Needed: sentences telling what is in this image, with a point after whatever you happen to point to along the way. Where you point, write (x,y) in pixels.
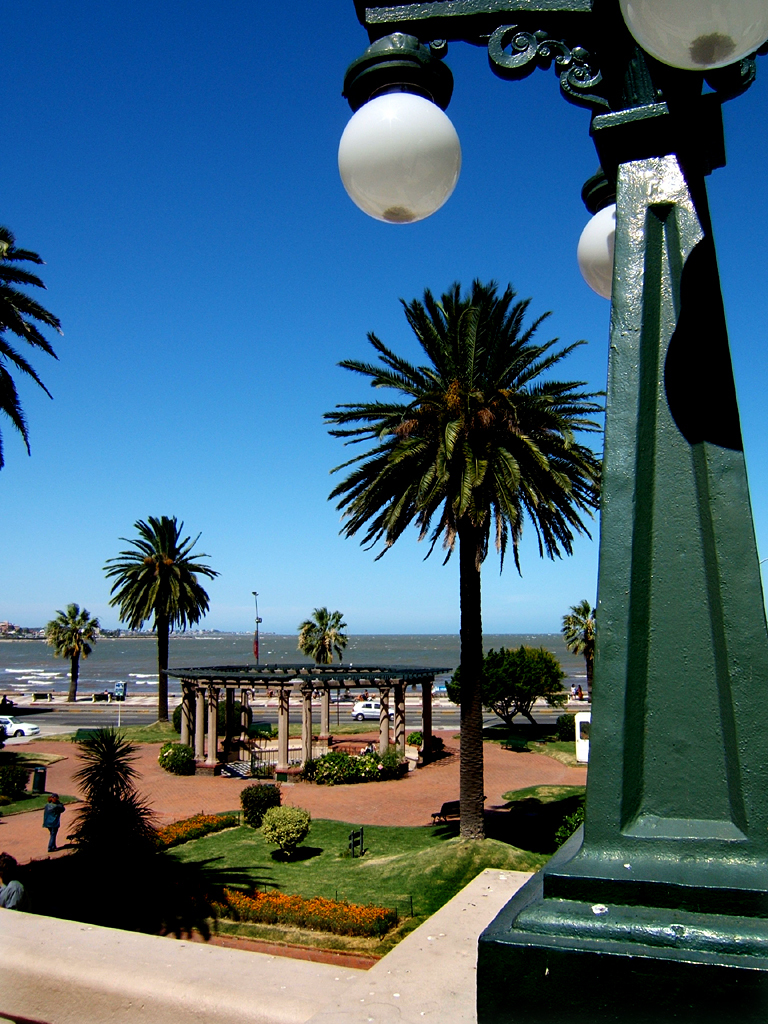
In this picture I can observe some trees (461,443) on the land (269,876). On the right side (594,112) there is a green color pillar (632,281) to which some lamps (678,59) are fixed. In the background (182,467) there is a sky (224,391).
